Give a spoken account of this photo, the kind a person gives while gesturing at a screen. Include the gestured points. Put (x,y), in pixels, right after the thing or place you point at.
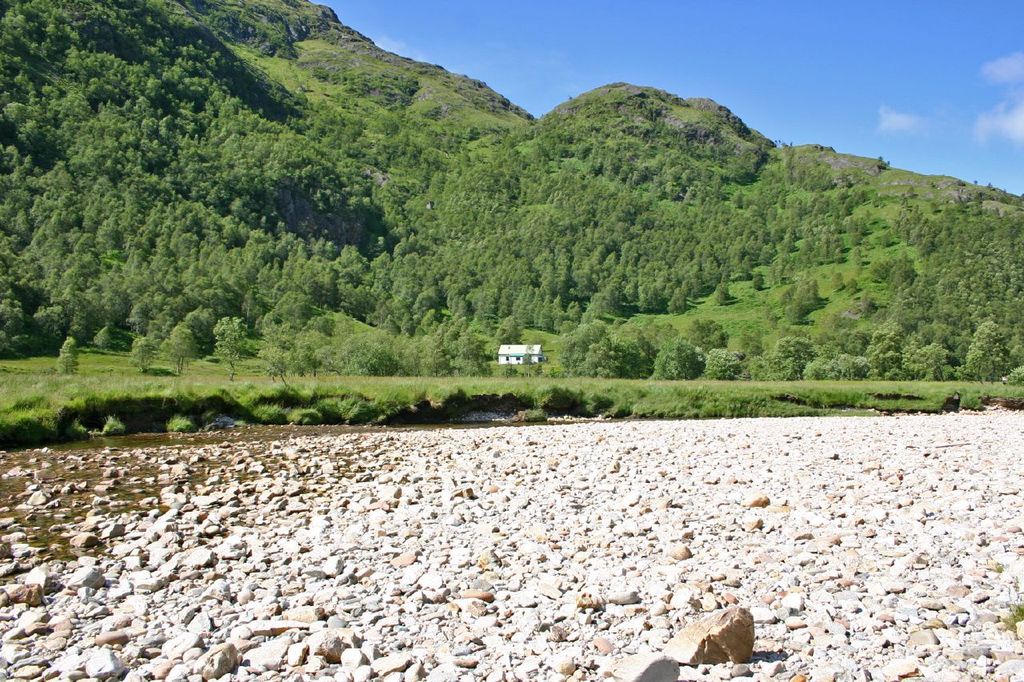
In the center of the image (566,236) there are hills (750,219). At the bottom (420,514) there are rocks (472,563) and we can see a shed (525,353). At the top (753,28) there is sky (758,49).
